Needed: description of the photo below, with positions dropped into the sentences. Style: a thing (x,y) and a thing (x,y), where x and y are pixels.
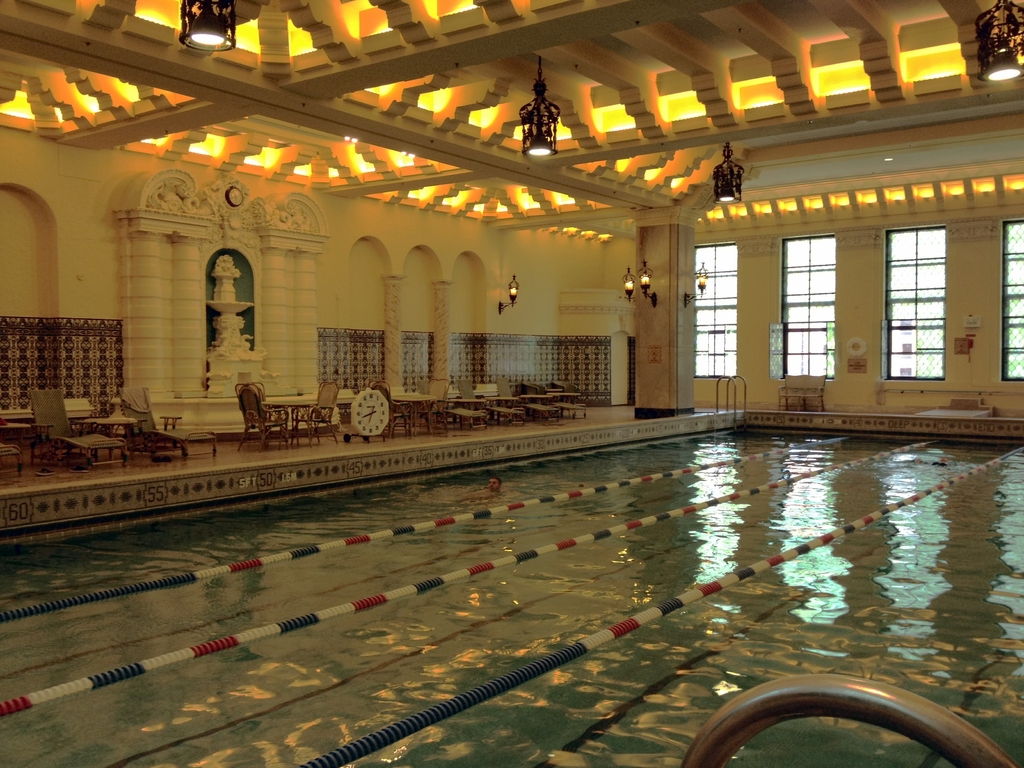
In this image I can see a swimming pool (566,602), metal rods (769,701), ropes (641,616), tables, chairs (183,443), wall clock (372,419) and a stand (351,432). In the background (336,304) I can see a wall (342,286), sculptures (241,345), lights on pillars (674,297), windows (829,281) and a rooftop (487,150). This image is taken may be during a day.
